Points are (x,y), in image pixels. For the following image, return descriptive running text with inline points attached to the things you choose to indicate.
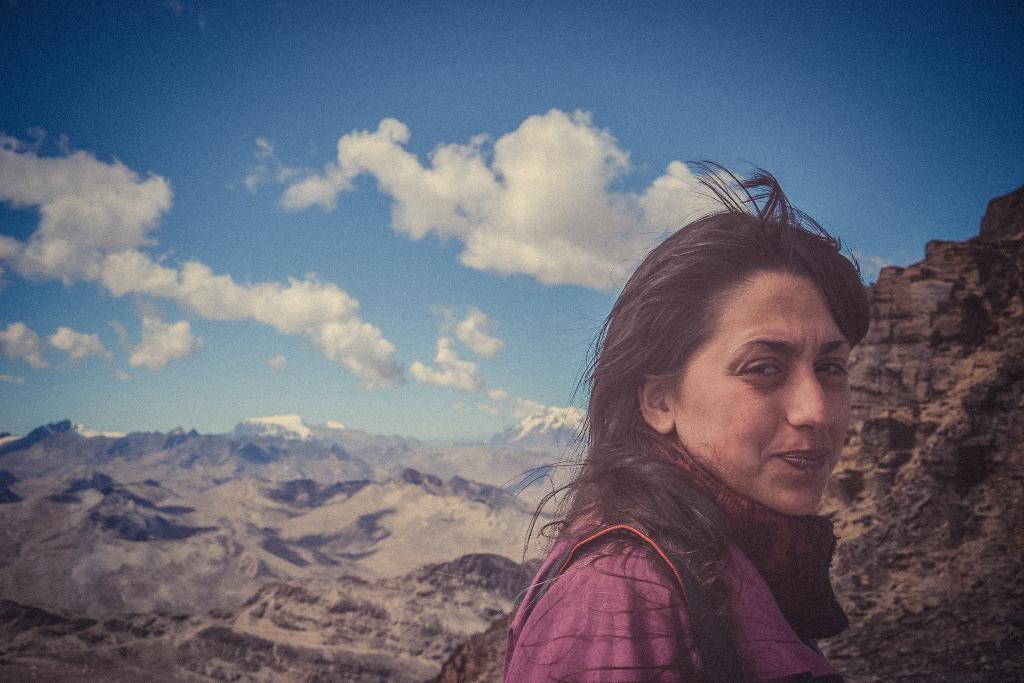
In this image we can see a lady (714,517) holding a bag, behind her we can see few mountains (291,500) and some clouds (469,258) in the sky (468,240).
